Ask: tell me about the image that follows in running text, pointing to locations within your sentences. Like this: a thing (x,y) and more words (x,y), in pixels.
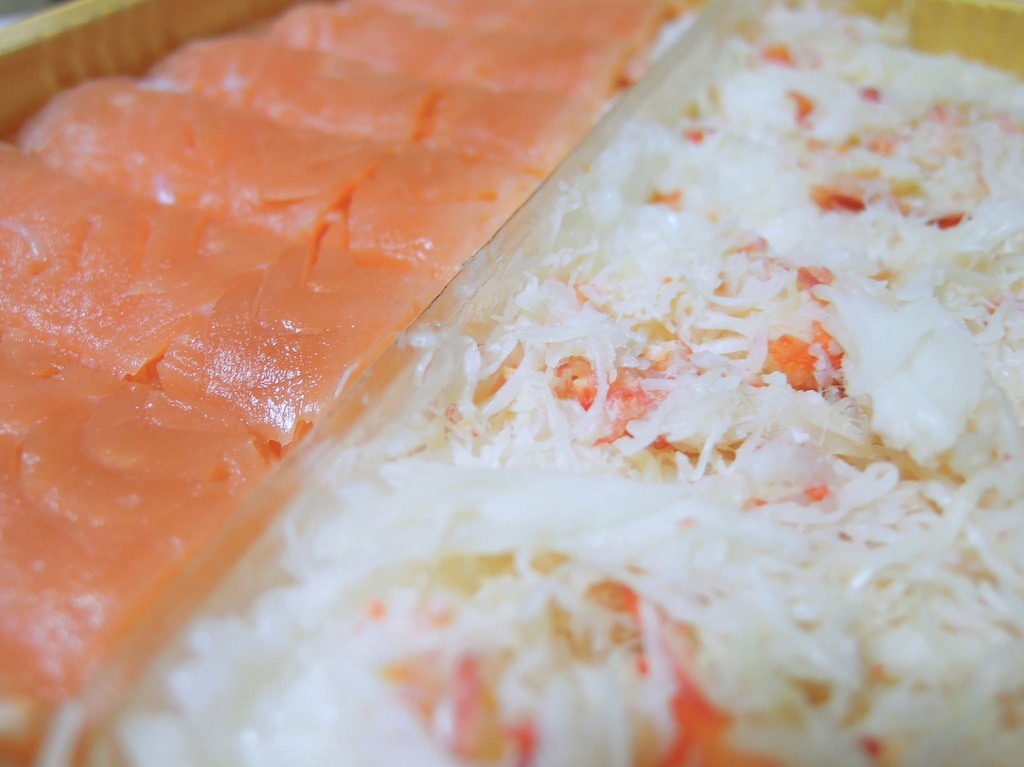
In this image I can see the pieces of salmon fish (370,114) and a crab meat dish (759,554). This image is taken may be in a restaurant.
